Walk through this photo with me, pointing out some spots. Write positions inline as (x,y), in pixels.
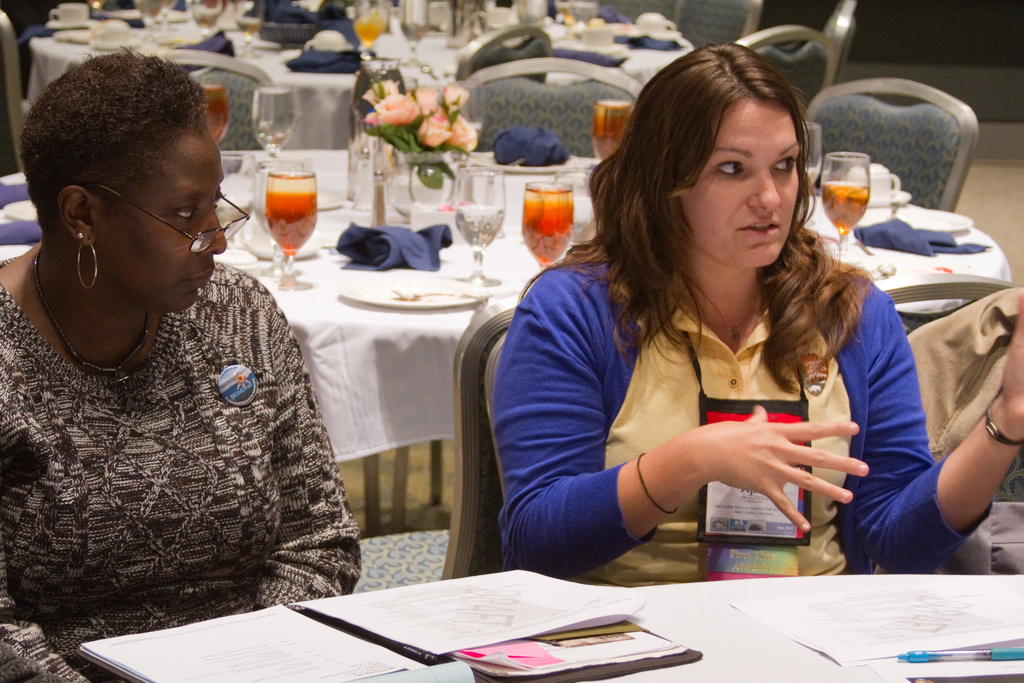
In this image, There are two persons (181,301) sitting on the chair (476,350) and wearing colorful clothes (535,352). This person (220,347) wearing spectacles (216,231). There is a table (753,658) in front (740,661) these persons (229,464). This table (692,604) contains some papers (492,607) and pen (971,652). There is a table (331,277) behind these persons (58,424). This table (321,319) covered with cloth (319,285) and contains some glasses (489,222) and flower vase (430,156).
